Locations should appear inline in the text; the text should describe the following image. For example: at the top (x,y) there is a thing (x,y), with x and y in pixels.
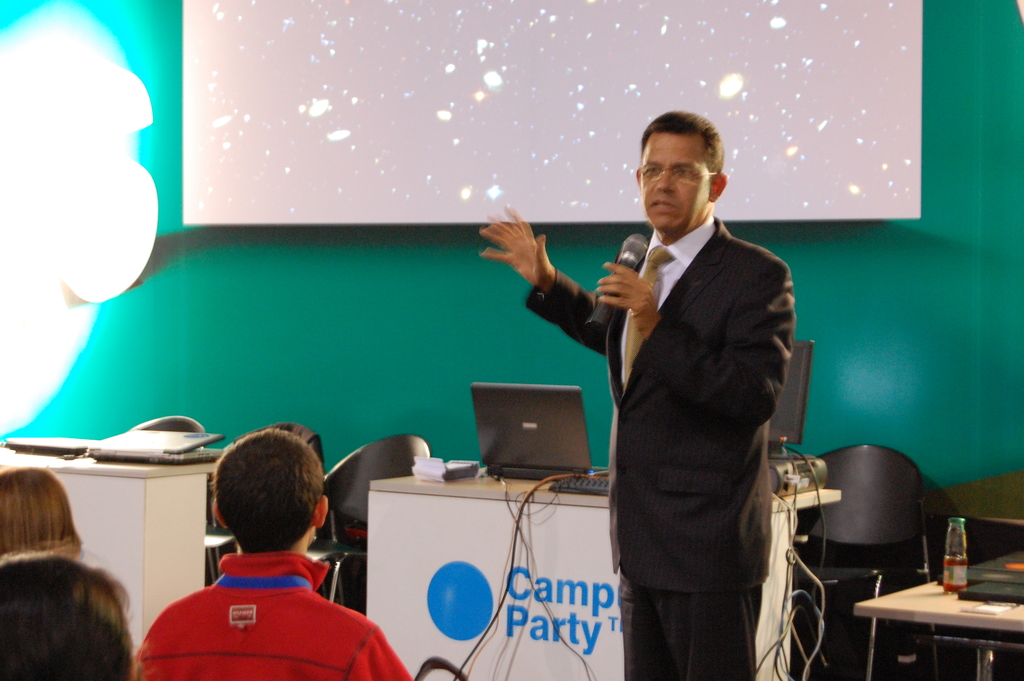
In this picture we can see a man (699,451) standing and holding a microphone (594,320), at the left bottom (237,622) there are some people (94,603) sitting, we can see chairs (380,452) and tables (506,529) here, we can see laptops (149,449) on the tables (487,497), in the background (497,152) there is a projector screen (482,144), we can see a bottle (966,551) here.
